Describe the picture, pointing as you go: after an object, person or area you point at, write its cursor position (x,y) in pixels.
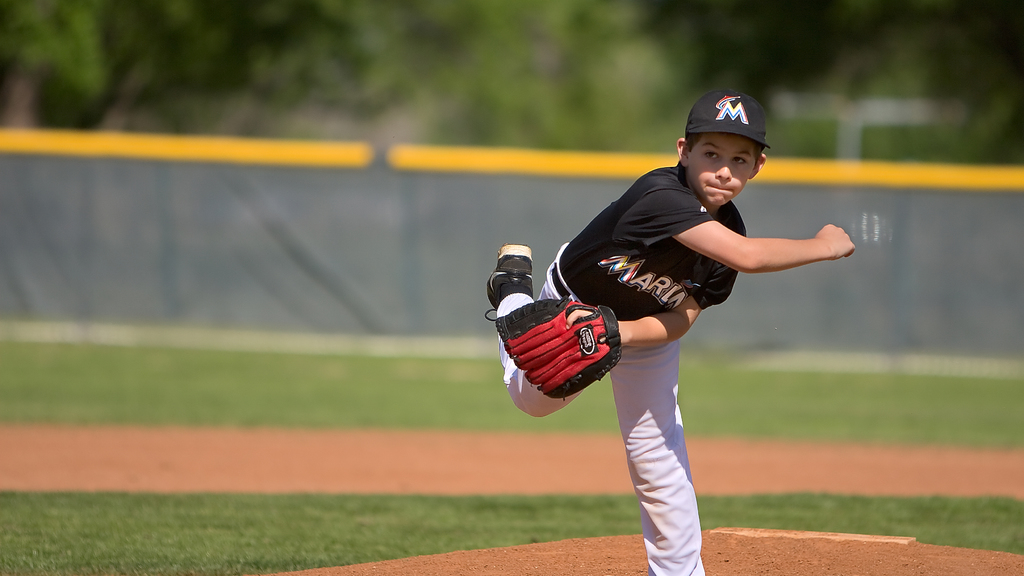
As we can see in the image there is grass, a boy (710,169) wearing black color hat (722,119) and black color t shirt (664,265). In the background (403,251) there is fence (106,202) and there are trees (297,66). The background (254,77) is little blurred.
